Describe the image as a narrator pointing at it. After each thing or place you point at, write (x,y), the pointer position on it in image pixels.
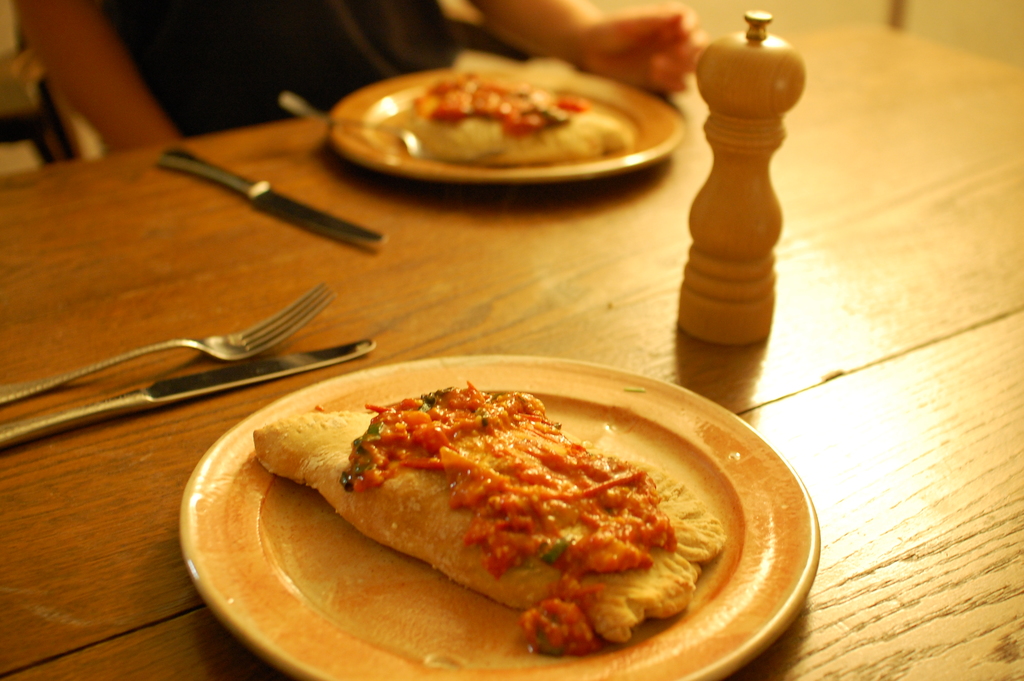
In this image we can see a person (394,32) is sitting on the chair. There are few objects (265,332) are placed on the table (360,324).
